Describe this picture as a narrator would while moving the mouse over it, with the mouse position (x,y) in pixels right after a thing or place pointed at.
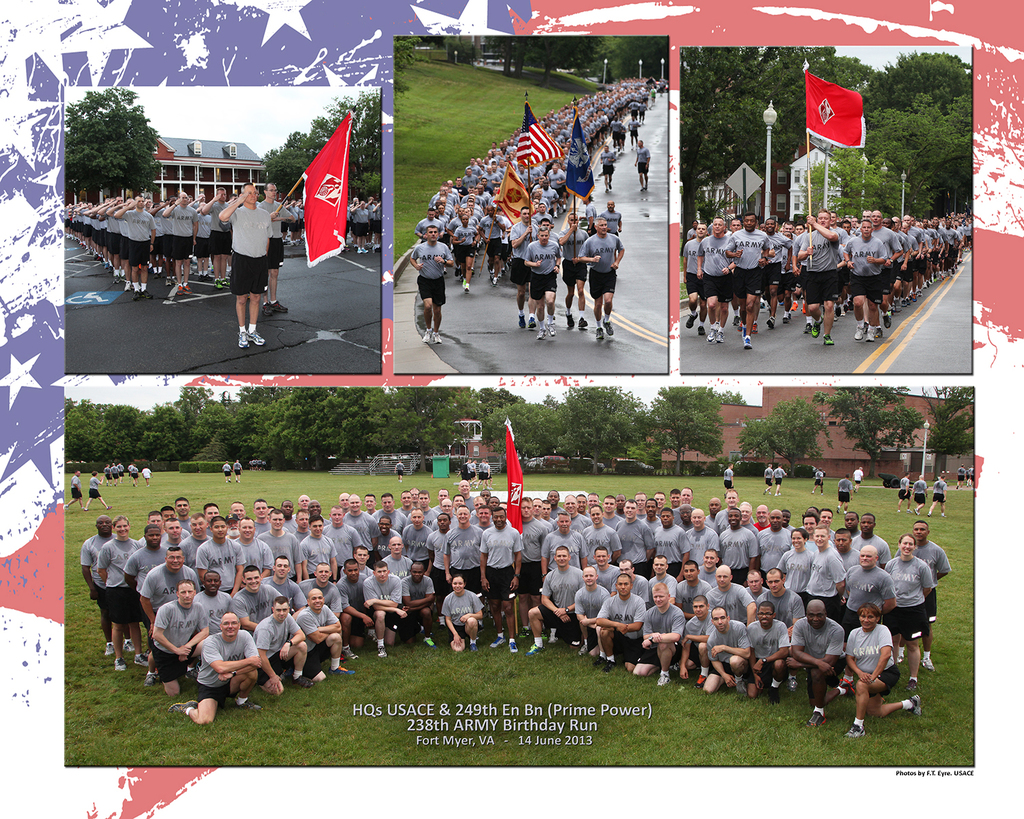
This is a collage image. In this image we can see people (489,470), flags (341,205), trees (656,445), buildings (725,433) and grass (742,718).
